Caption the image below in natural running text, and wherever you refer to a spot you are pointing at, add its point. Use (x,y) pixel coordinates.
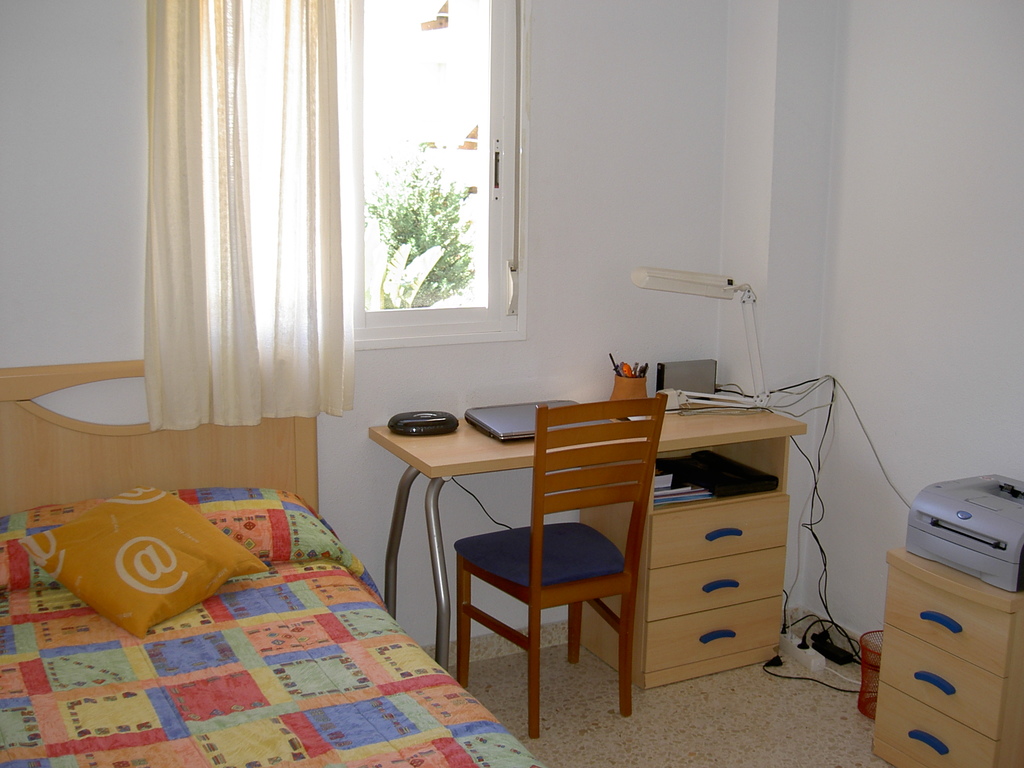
In this i can see inside view of house (681,203). In the middle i can see a window (388,160), backside of window (410,143) i can see a plant (428,212), and there is a curtain (292,194) in front of the window (406,159). And left side (58,697) there is a bed (66,683) and there the pillow (109,531) on the bed (287,529) on the right side (903,613) i can see a cup board (931,611). on the cup board (927,623) i can see a printer (1000,527). in the middle (665,453) i can see a table (510,462). there are some wires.
